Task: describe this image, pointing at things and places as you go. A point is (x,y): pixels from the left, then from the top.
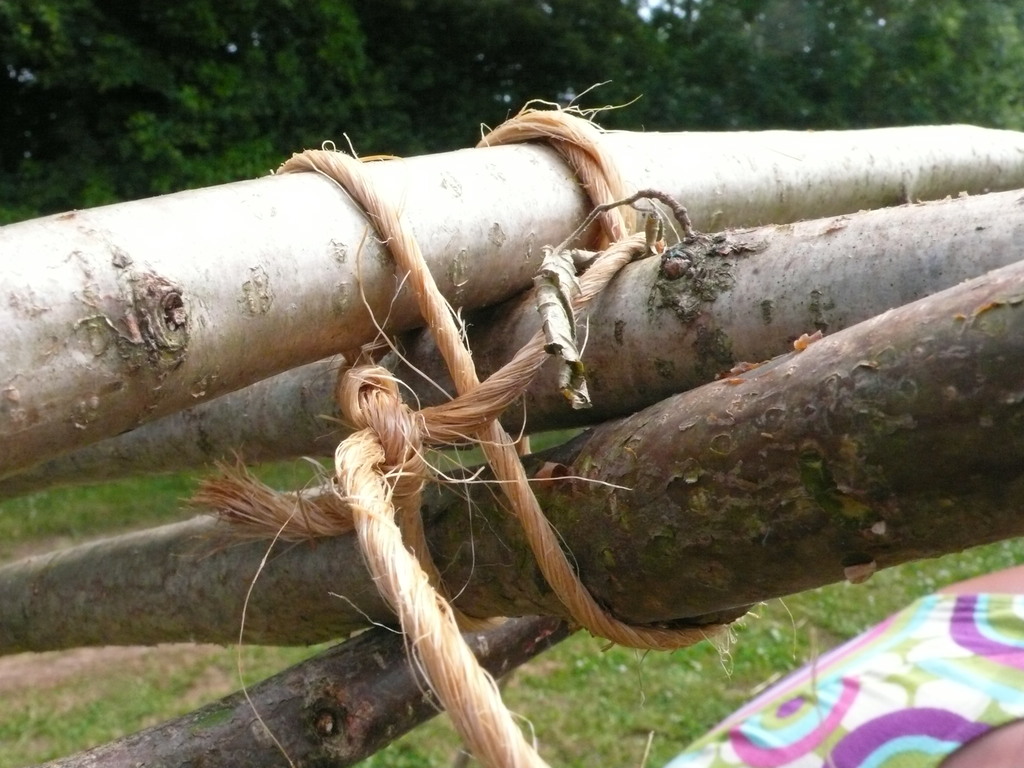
In this image we can see wooden sticks (373,591) are tied with coir rope (522,517). Here we can see a person (944,739), grass (587,726) and the trees (711,119) in the background (711,119).
